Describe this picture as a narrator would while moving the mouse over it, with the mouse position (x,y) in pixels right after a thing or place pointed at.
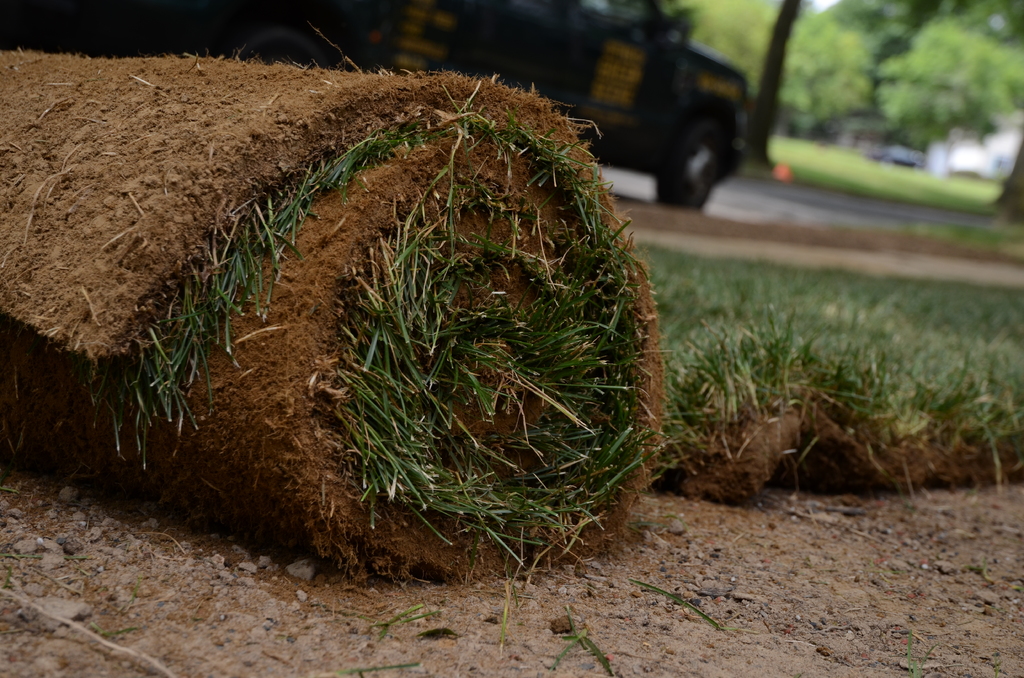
In the image I can see a roll of grass (419,427) and sand floor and to the side there is a vehicle (708,80) and some trees (711,27).
